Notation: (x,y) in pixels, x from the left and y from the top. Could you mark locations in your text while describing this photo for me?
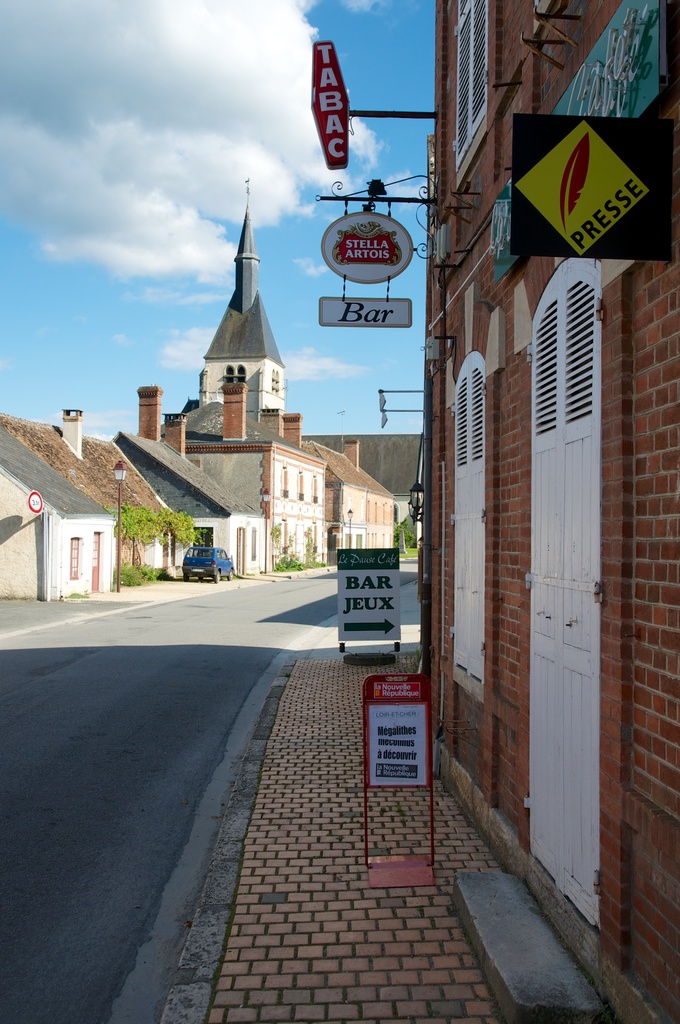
In this image we can see some buildings (431,653) and there are some boards (358,662) with the text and we can see a car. There are some plants (410,542) and trees (130,515) and there is a road (105,629) in the middle (237,670) and we can see the sky (49,72) with clouds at the top (157,317).
